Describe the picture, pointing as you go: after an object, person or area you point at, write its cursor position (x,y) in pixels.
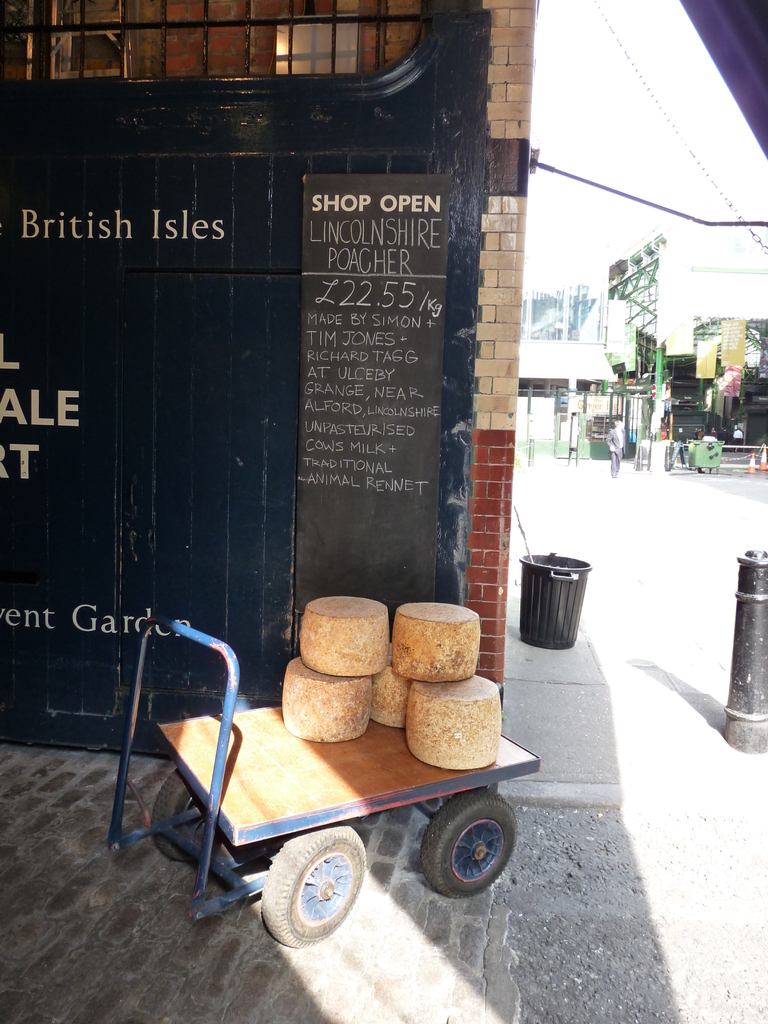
In this picture, we see a luggage trolley (344,783) on which the objects (422,633) are placed. Beside that, we see a black color door (228,361). Beside that, we see a board (344,455) in black color with some text (378,379) written on it. Behind that, we see a building (469,164). Beside that, we see a garbage bin (546,582). On the right side (753,739), we see a pole (764,595). There are buildings (630,318) and the staircase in the background (669,419). We see the people (617,478) are standing and we see a green color box (699,454) in the background (712,463).
